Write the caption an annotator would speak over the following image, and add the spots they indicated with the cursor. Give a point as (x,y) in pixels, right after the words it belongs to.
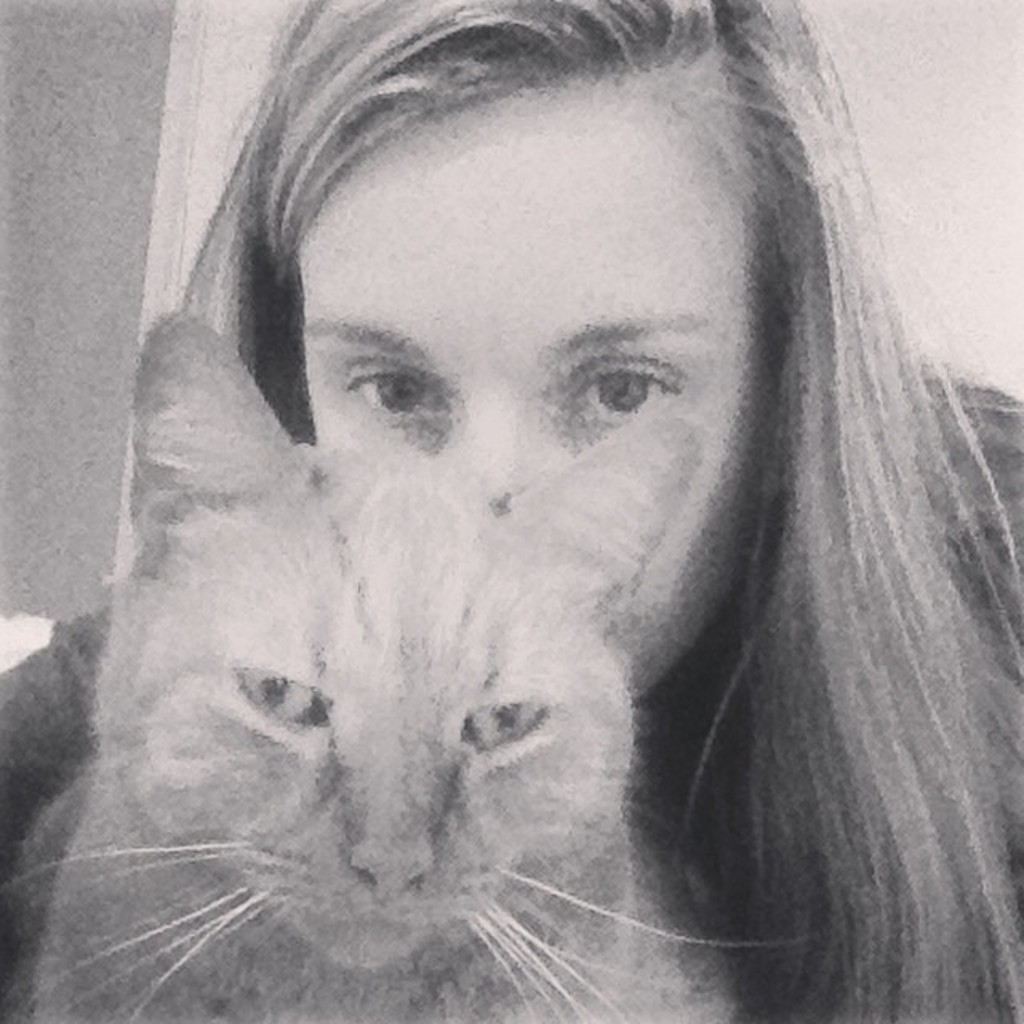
As we can see in the image there is a woman (714,595) and cat (418,973).
